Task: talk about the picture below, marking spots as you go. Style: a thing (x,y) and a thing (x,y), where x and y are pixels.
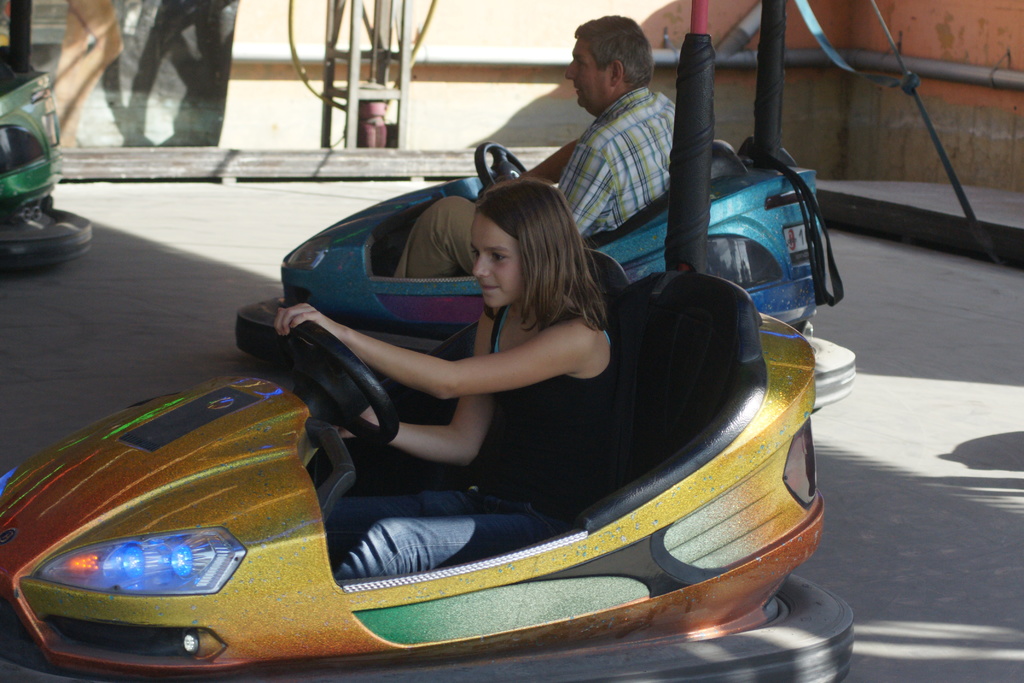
A girl (456,380) is driving a toy car (394,412) she wears a black color dress (524,463) and jeans (456,515) behind her a Man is also driving the another toy car (477,150) and there is a wall (841,116) in the right side of an image (931,119).
